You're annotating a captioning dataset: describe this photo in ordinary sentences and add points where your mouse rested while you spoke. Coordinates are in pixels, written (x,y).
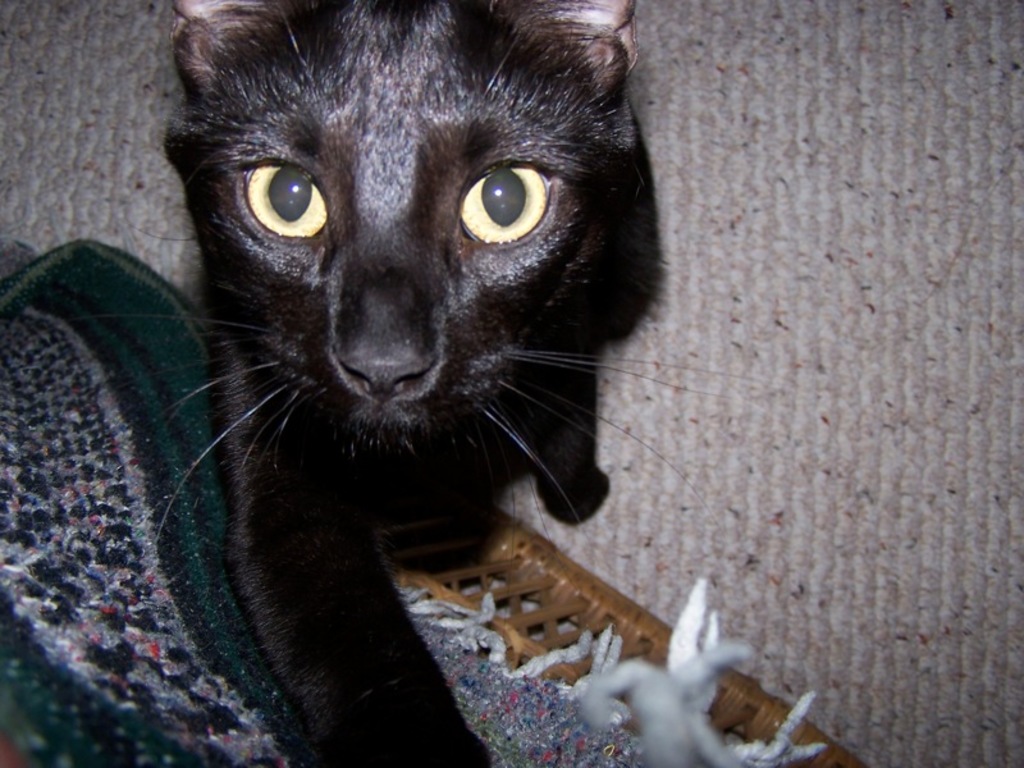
In this image we can see a cat (440,177) on the surface (1019,435). On the left side of the image (218,647) we can see a cloth (103,655) placed on a basket (505,601).
